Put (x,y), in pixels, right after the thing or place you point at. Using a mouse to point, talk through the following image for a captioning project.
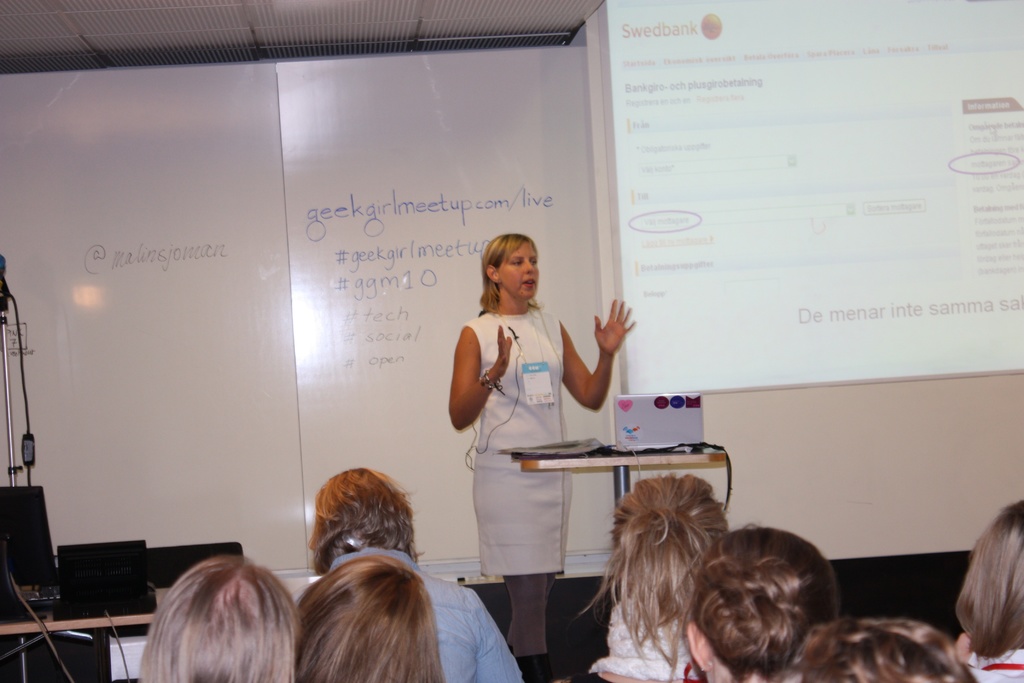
In this image we can see a group of persons (478,397). Behind the persons (472,404) we can see a table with few objects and a wall (440,264) with some text (403,276). On the right side (795,207), we can see a projected screen (775,256) with some text (856,312) on it. On the left side (14,505), we can see few objects (110,582) on a table (72,617) and a mic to the stand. At the top (374,10) we can see a roof (249,43).
